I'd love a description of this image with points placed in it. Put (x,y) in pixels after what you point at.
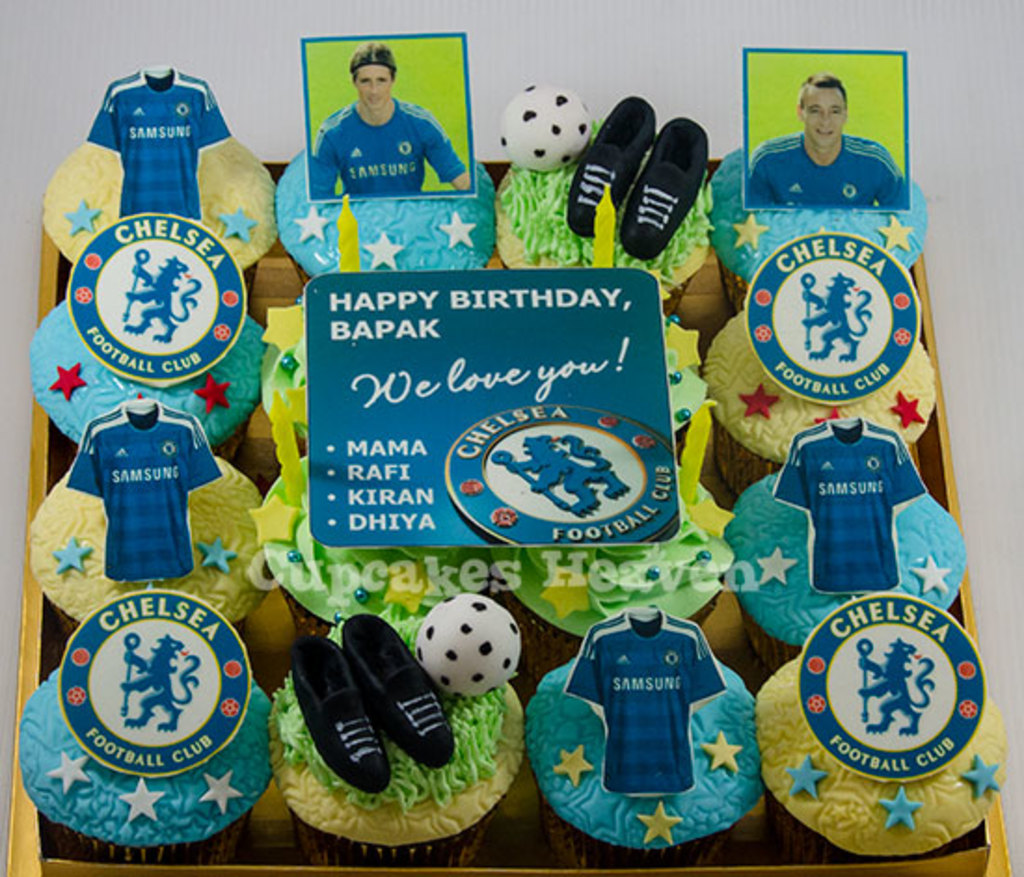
This picture is consists of Chelsea fc (114,134) in the image.
